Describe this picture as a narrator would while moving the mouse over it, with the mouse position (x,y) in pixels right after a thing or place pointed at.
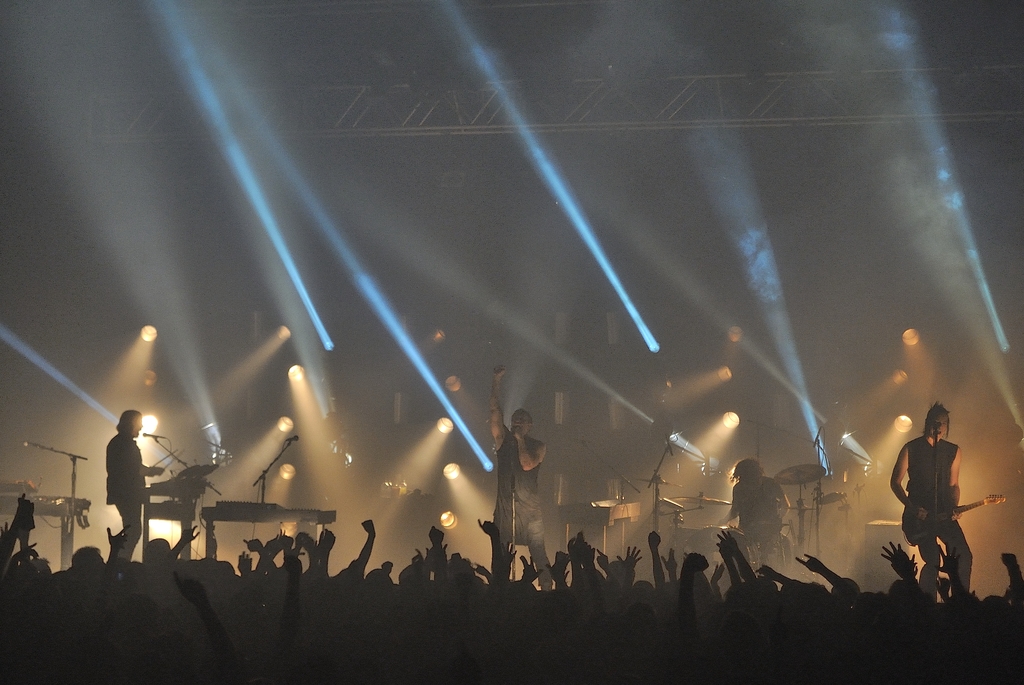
In this image, we can see a rock band (946,457). There is a crowd (576,618) at the bottom of the image (450,631). There are some persons (764,493) playing musical instruments (255,511). There are lights (488,470) in the middle of the image (611,273). There is a metal frame (454,135) at the top of the image (476,110).
